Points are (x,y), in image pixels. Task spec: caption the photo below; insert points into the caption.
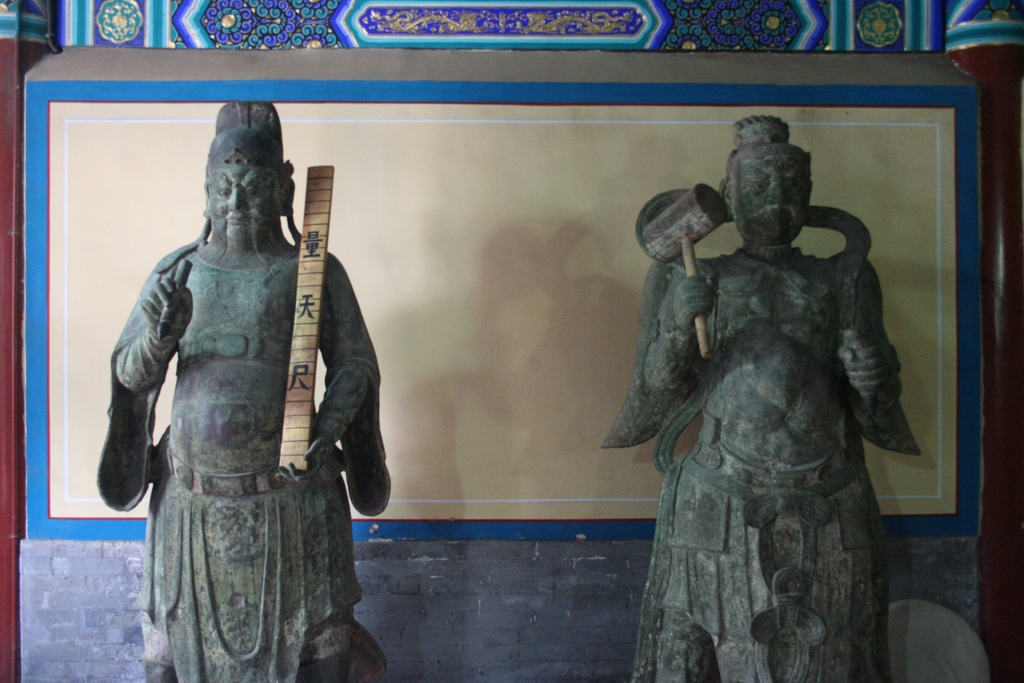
In this picture we can see couple of sculptures (794,432).
